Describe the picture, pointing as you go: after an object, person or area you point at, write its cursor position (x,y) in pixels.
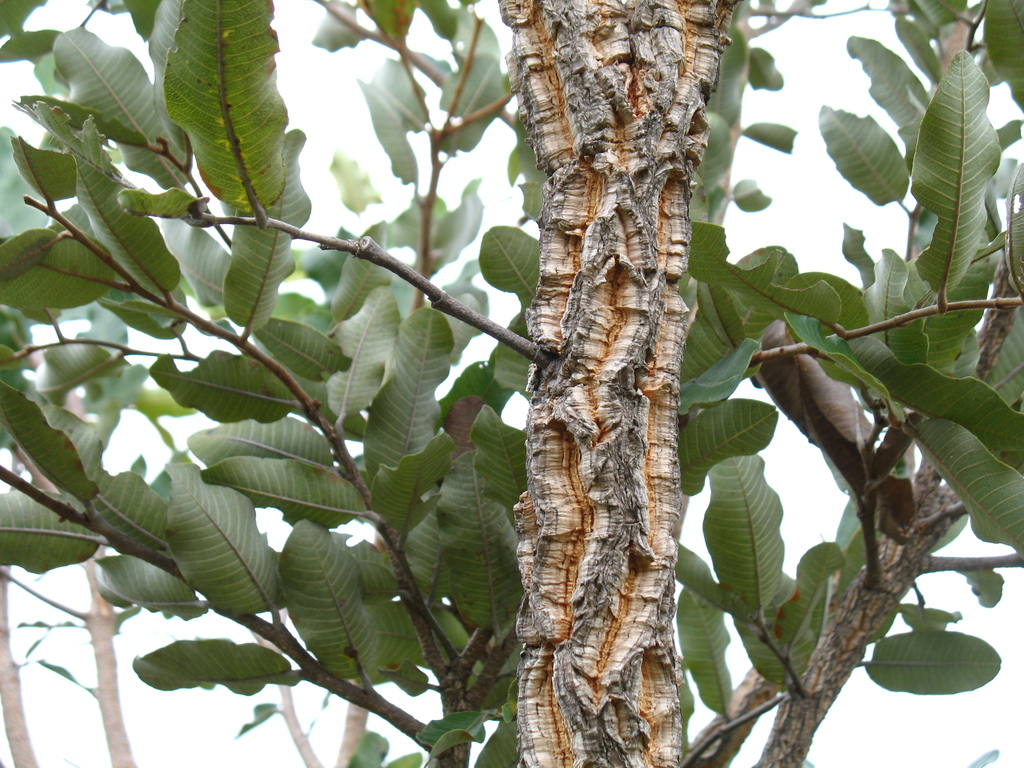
In this image there is a tree (372,589).
